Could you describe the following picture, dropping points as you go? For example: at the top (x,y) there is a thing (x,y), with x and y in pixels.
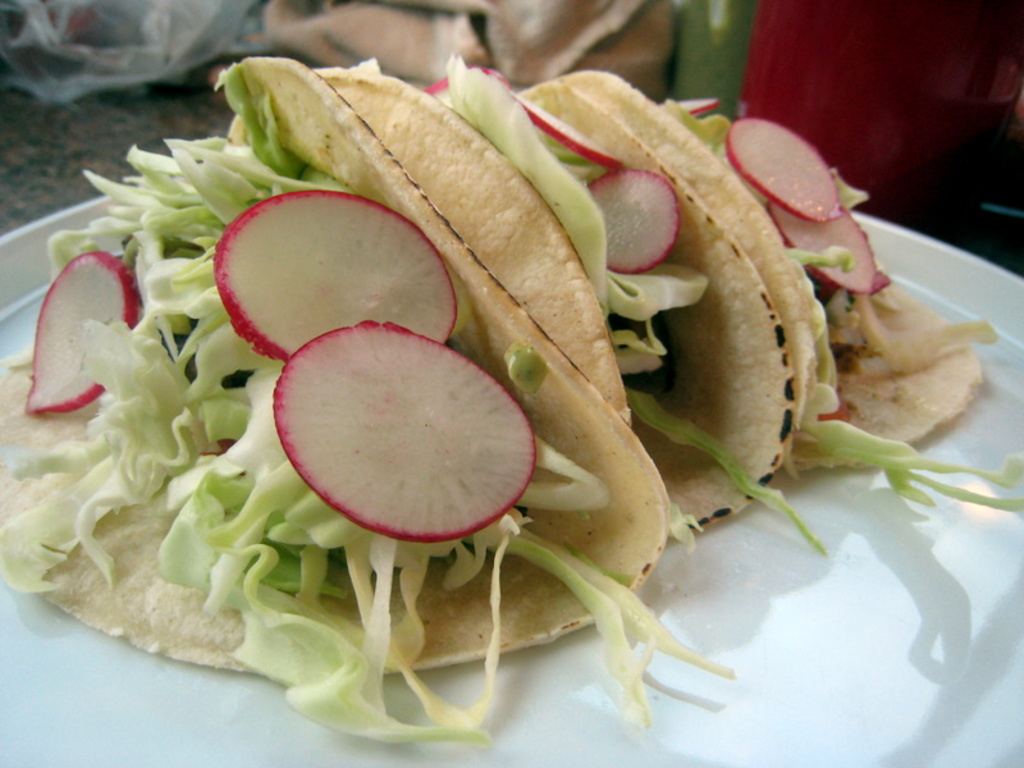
It is a zoom in picture of chopped cabbage (292,514) and radishes (389,406) planted in tortillas (594,534) and these food items (675,369) are placed in the white plate (840,603).
